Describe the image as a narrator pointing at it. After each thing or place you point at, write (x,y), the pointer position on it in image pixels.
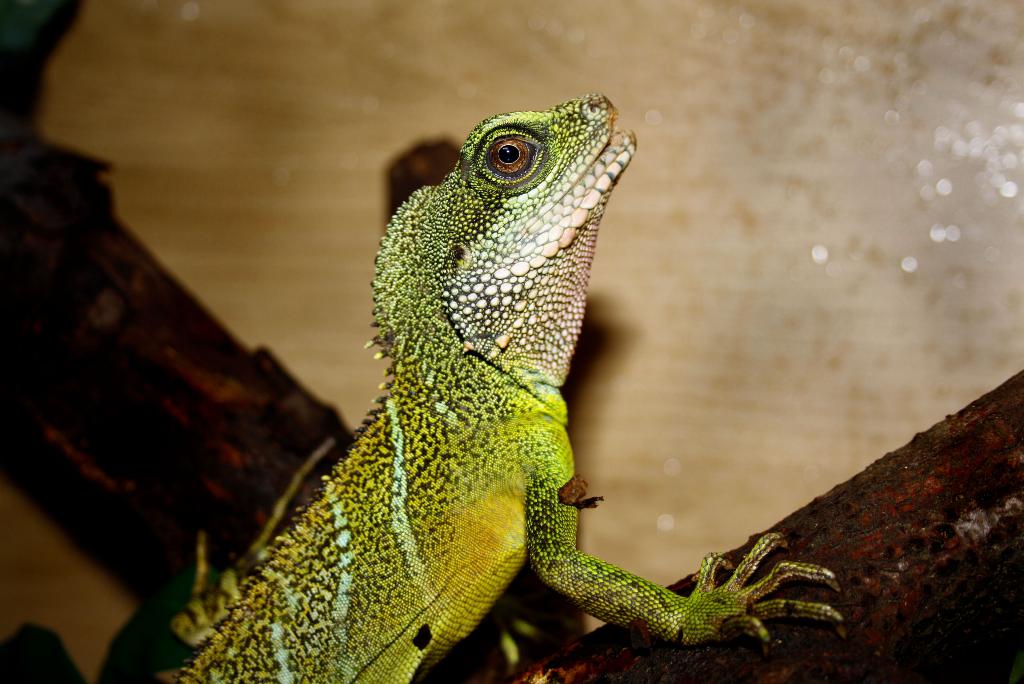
In this image there is a lizard (465,412) on the stem (880,492) of a tree (818,517).
